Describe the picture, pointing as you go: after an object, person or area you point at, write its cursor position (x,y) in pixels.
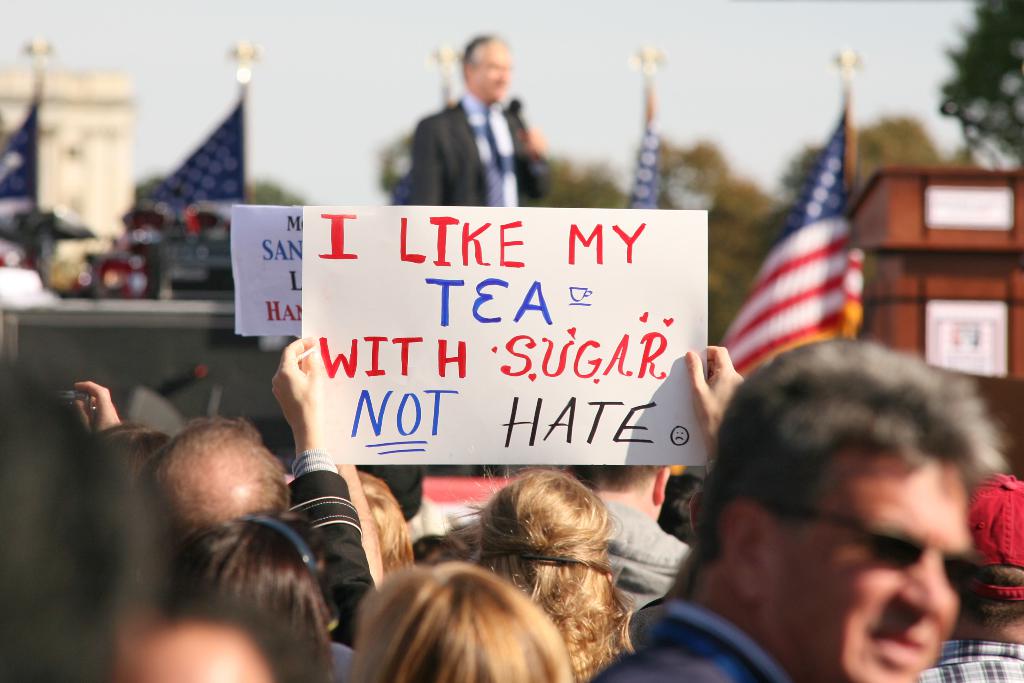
In the center of the image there is crowd (557,516). The lady (512,533) standing in the center (343,237) is holding a board (365,349) in her hand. In the background (473,170) there is a man (474,200) standing and we can see flags (204,175). On the left (101,88) there is a building (92,123) and there are trees (1016,155). At the top (369,81) there is sky (343,76).
